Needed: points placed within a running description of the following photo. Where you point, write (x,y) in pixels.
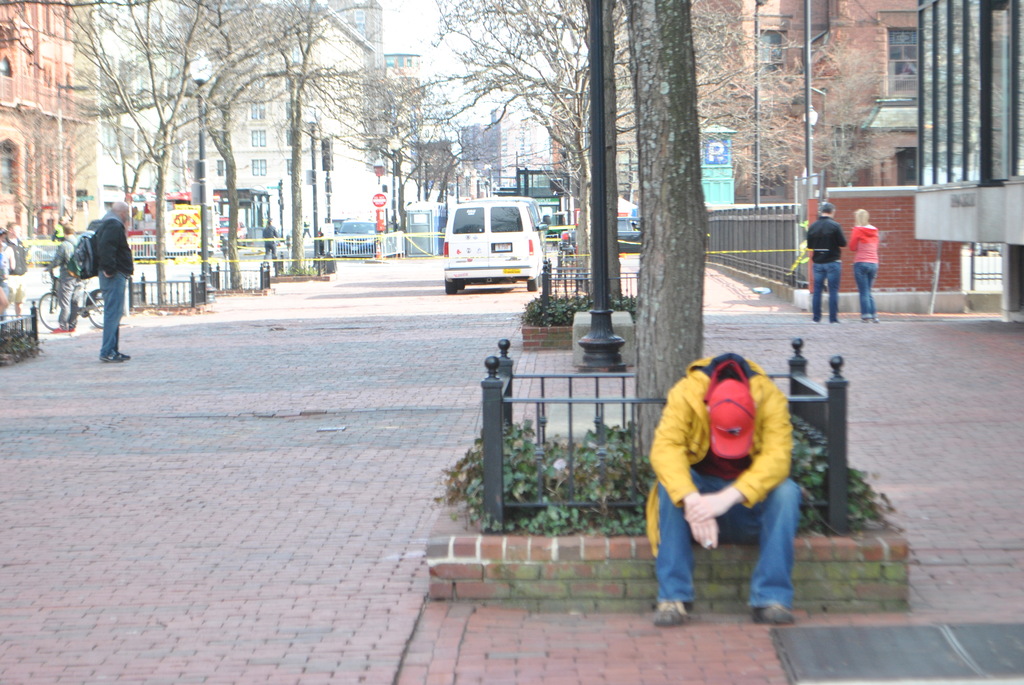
In this picture we can see a person (701,395) is sitting on the path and behind the person (687,425) there are poles (593,323) and on the left (113,351) and right side of the person (734,438) there are some people (121,303) standing on the path (186,399). Behind the people (13,255) there are trees (673,314), fences (735,220), some vehicles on the path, buildings (348,169) and a sky (442,22).
